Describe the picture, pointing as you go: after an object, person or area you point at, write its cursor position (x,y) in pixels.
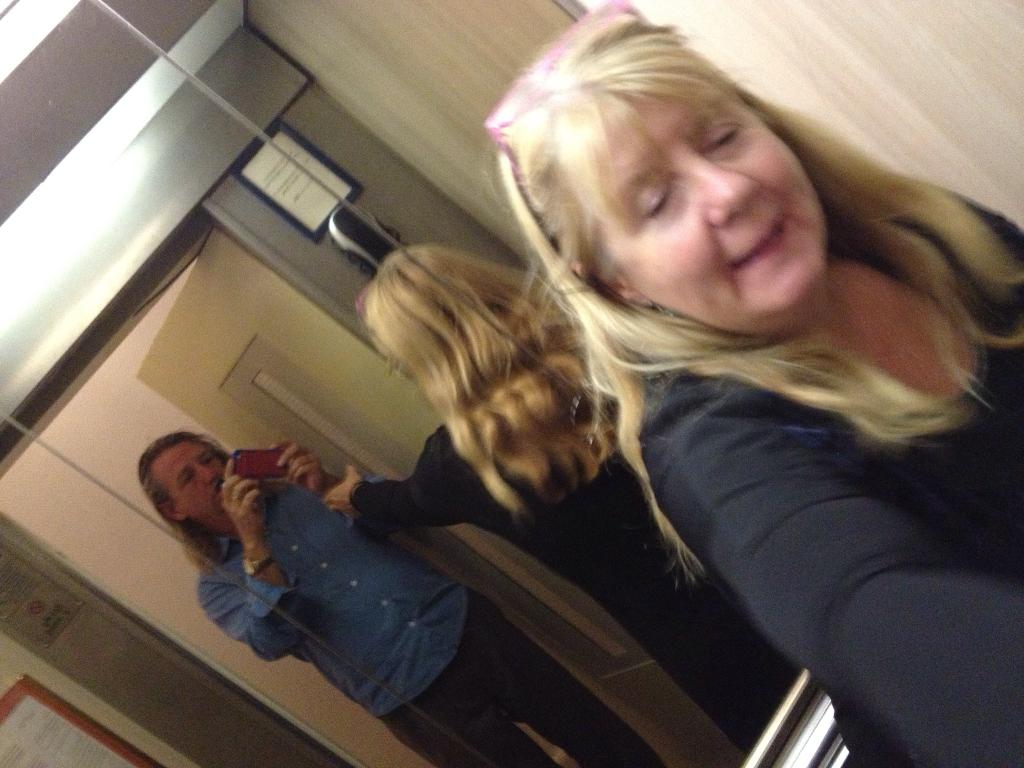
In this image, we can see a lady (615,349) wearing glasses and in the background (319,338), there is a mirror (274,426), through the glass (265,472) we can see a person (267,509) holding a mobile (246,470) and we can see some boards (51,630) on the wall (429,65). At the top (43,241), there is a light (19,42).
